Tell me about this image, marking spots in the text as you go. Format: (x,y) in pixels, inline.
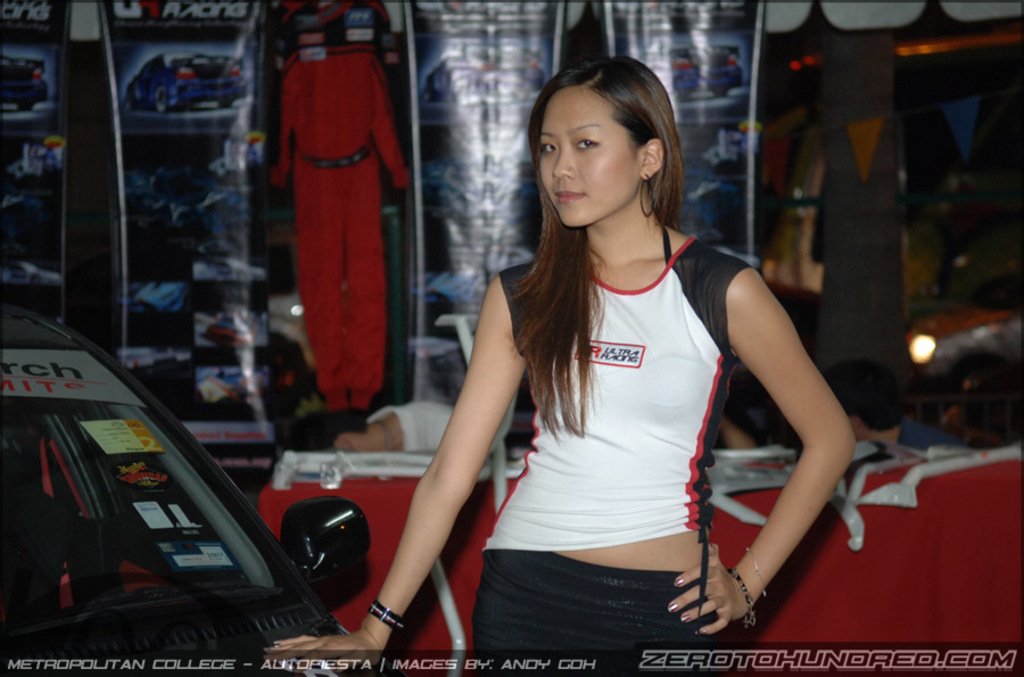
This image is taken indoors. In the background (222,177) there are many banners (148,193) with a few images (131,193) of cars (169,200) and there is a text (191,22) on them. There is a suit (330,189). On the left side of the image (100,557) a car (145,501) is parked on the floor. In the middle of the image (603,357) a woman (603,357) is standing and a few people (848,409) are sitting on the chairs (757,458).
